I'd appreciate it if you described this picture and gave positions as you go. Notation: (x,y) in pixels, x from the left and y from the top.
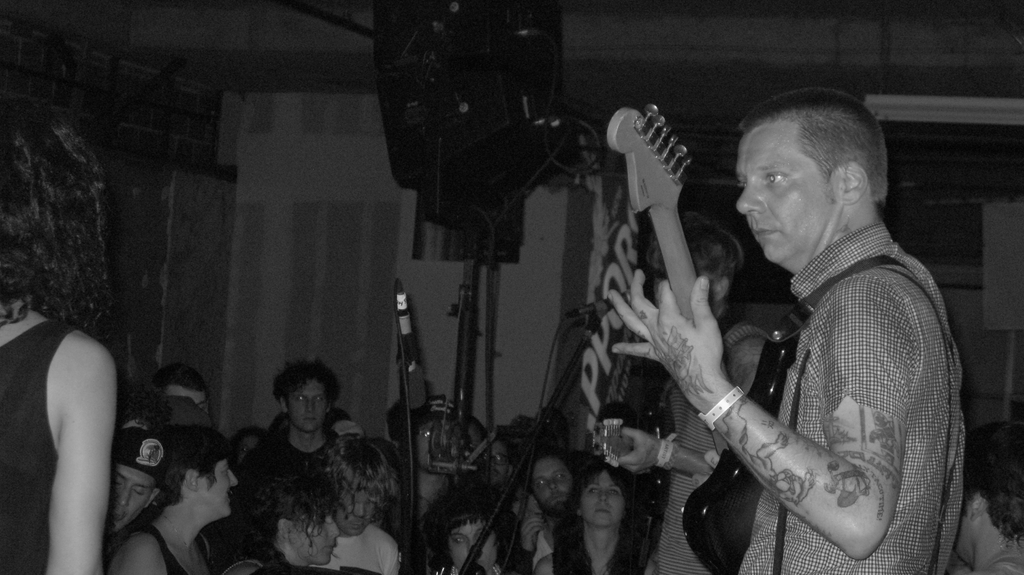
In this image there is a person (734,437) playing a guitar (765,363), beside him there is another person (706,437) standing and playing another guitar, in front of them there are mics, in front of the mics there are a few people (284,446).
